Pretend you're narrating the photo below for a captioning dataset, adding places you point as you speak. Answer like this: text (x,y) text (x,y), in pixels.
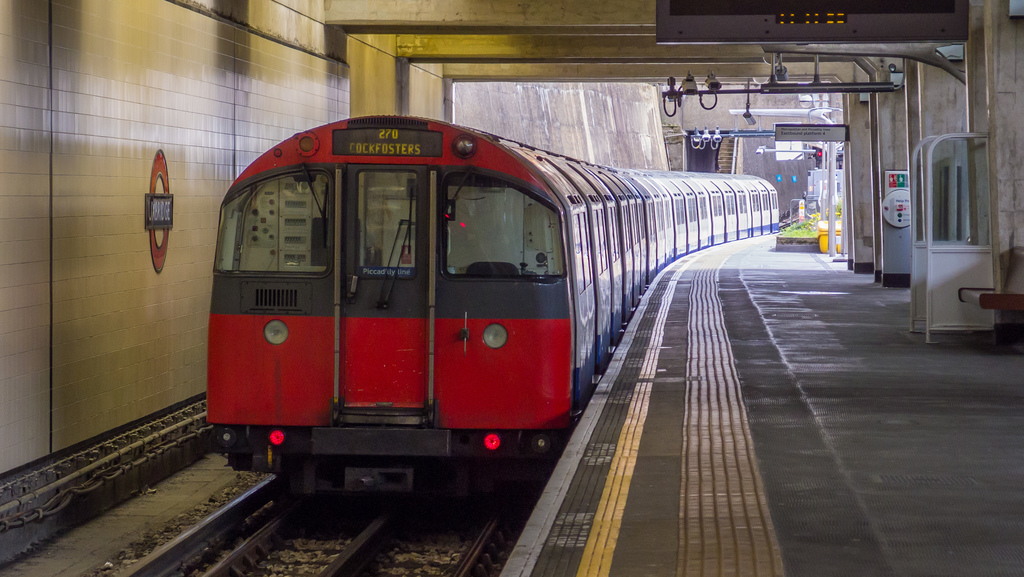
In this image we can see a train (458,375) on the track (425,523). There is a platform (871,426) and we can see boards (904,177). On the right (1003,293) there is a bench (988,291).
